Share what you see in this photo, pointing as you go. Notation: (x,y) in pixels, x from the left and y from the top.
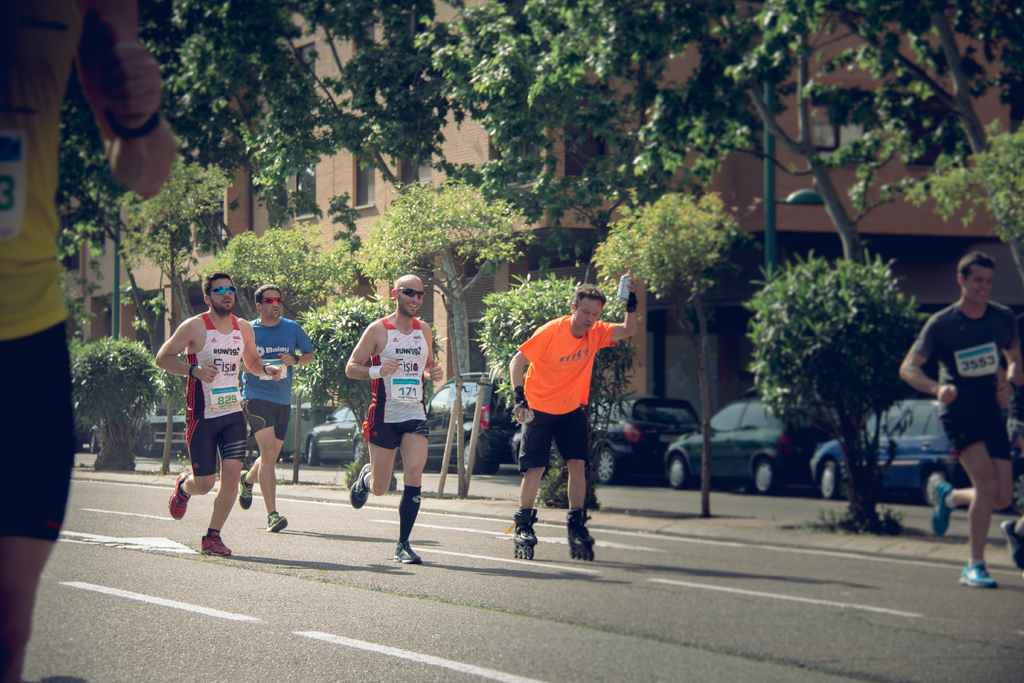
In this picture I can see a man (587,399) is skating on the road (600,534), beside him few men (211,358) are running on the road (382,526). In the background (608,404) there are trees (705,402), vehicles (617,437) and buildings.
